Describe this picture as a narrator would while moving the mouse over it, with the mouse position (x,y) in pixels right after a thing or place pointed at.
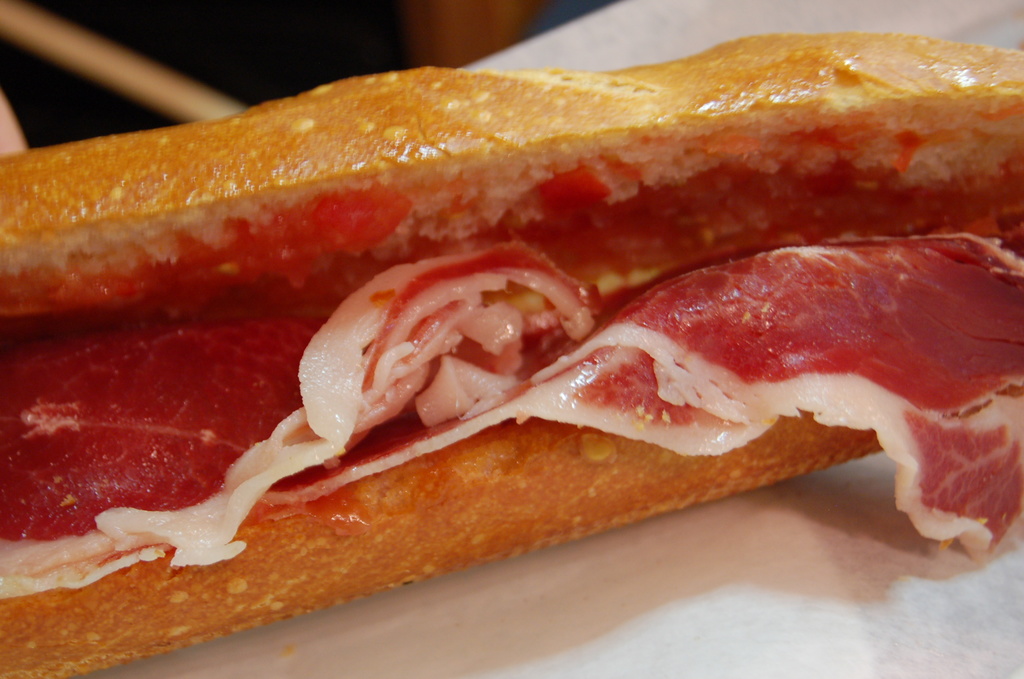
In the image I can see a paper (810,638) on which there is some food item (471,350).
